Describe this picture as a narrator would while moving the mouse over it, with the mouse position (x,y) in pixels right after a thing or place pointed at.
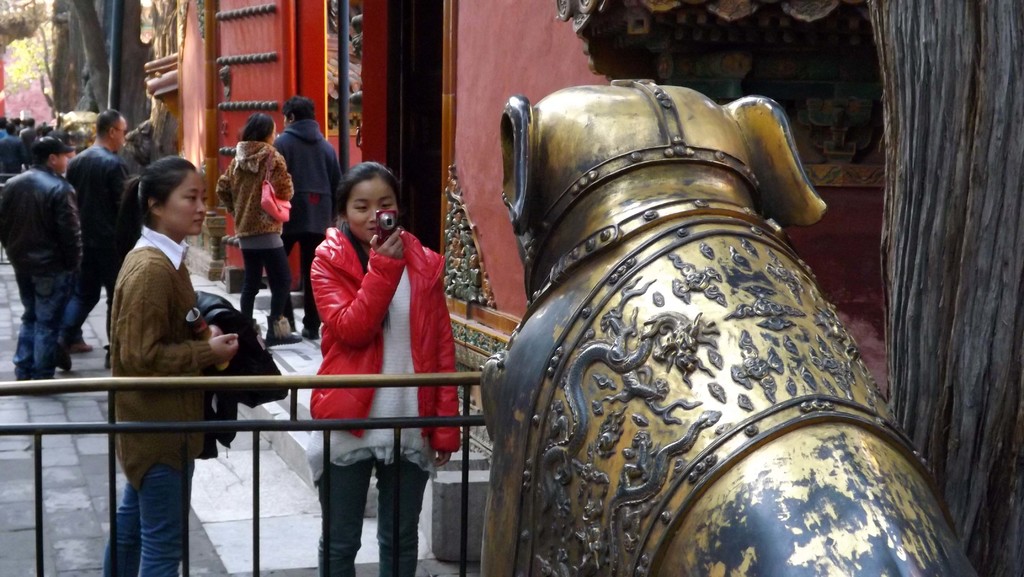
In this image I can see a statue (724,471) which is black and gold in color, the railing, few persons (308,295) standing, a person (356,279) standing and holding a camera (385,222), few trees (42,10), a building (478,176) which is pink and red in color and few other persons (20,124) standing in the background (31,138).
